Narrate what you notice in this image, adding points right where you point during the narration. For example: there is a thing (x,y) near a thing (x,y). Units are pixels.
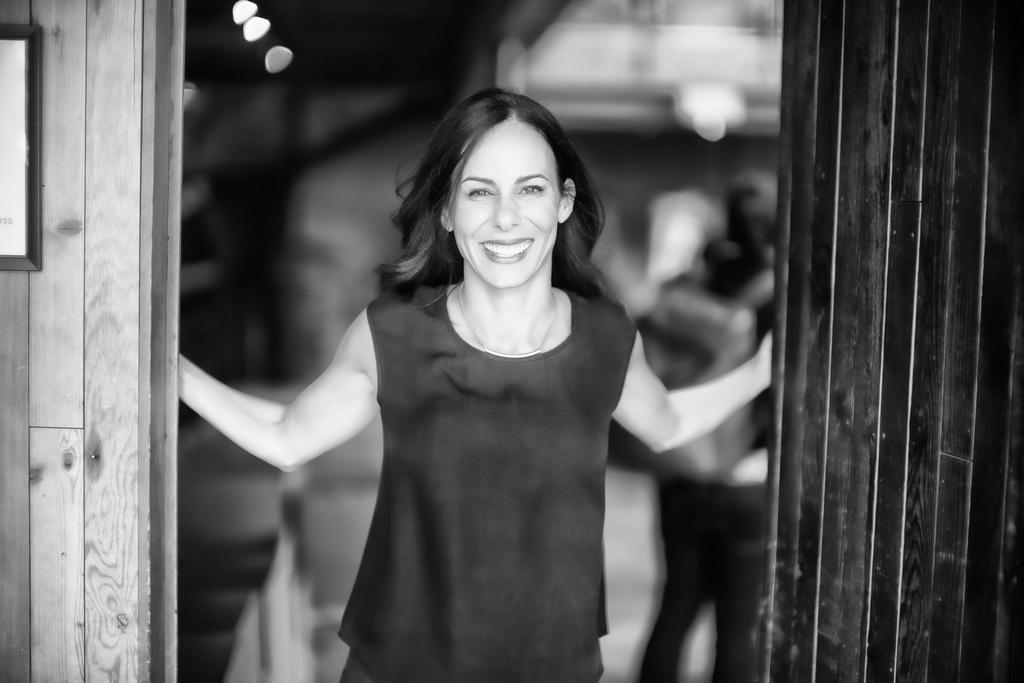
This is a black and white image, where there is a woman (359,645) standing and smiling, frame (39,26) attached to the wall (73,2), and there is blur background (756,63).
